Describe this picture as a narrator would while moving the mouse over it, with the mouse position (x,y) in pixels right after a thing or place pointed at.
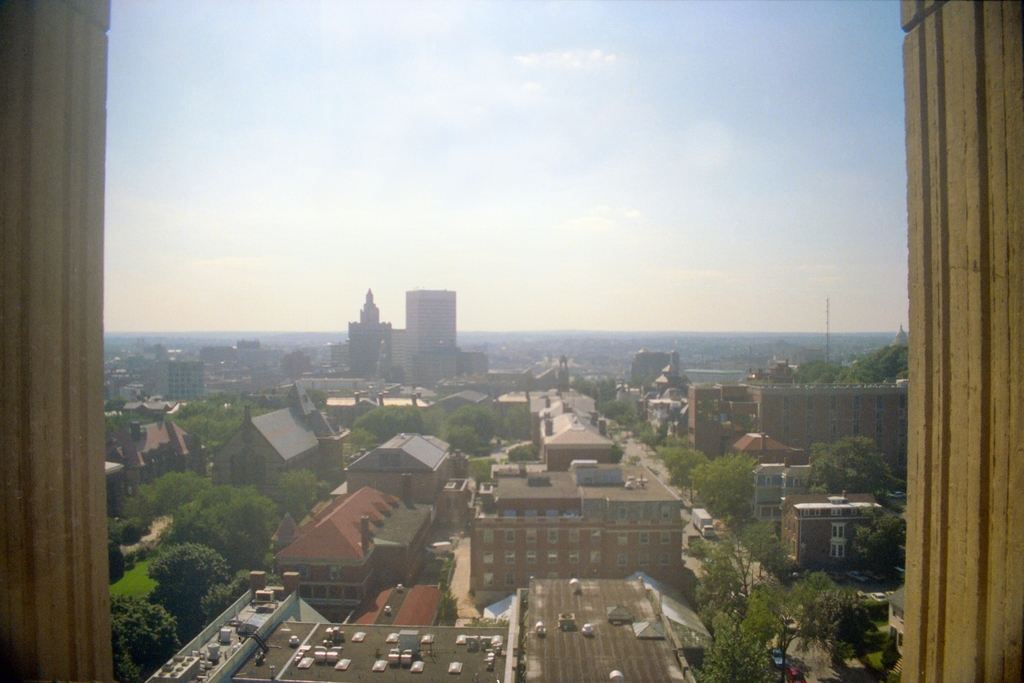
In this picture we can see buildings (468,513) and some objects (488,485), here we can see trees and vehicles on the road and we can see sky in the background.
